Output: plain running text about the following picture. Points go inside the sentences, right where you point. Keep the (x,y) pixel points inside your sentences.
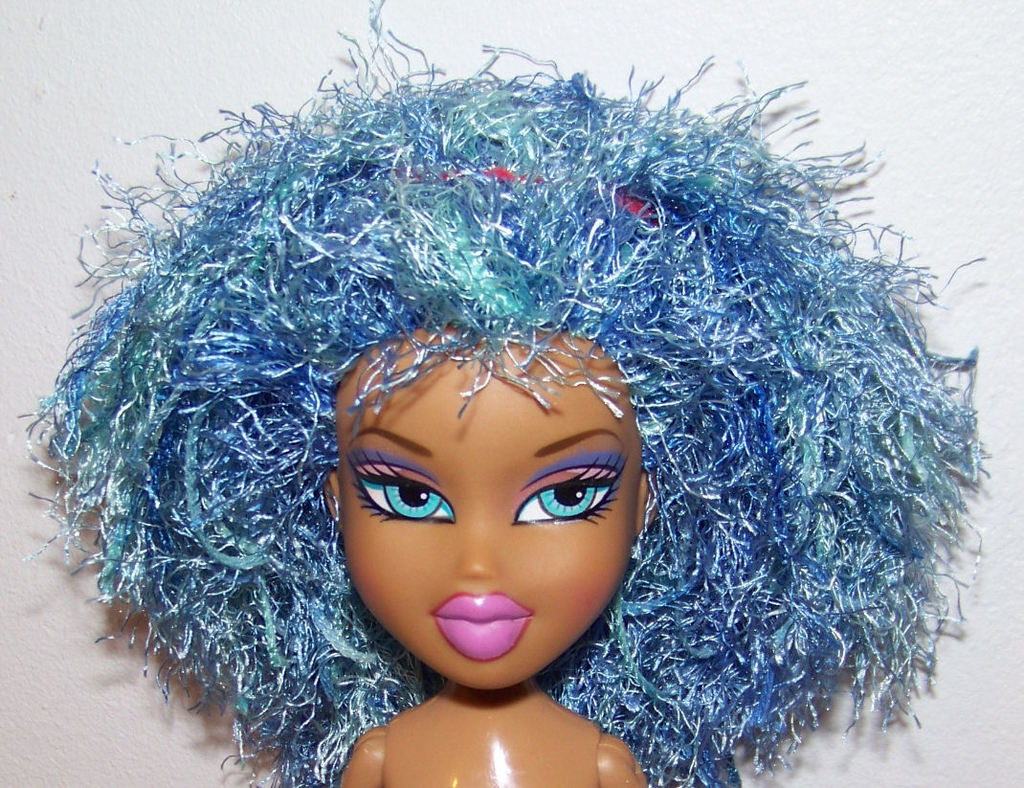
In this image we can see a doll (675,505). There is a white color background (271,69) in the image.
